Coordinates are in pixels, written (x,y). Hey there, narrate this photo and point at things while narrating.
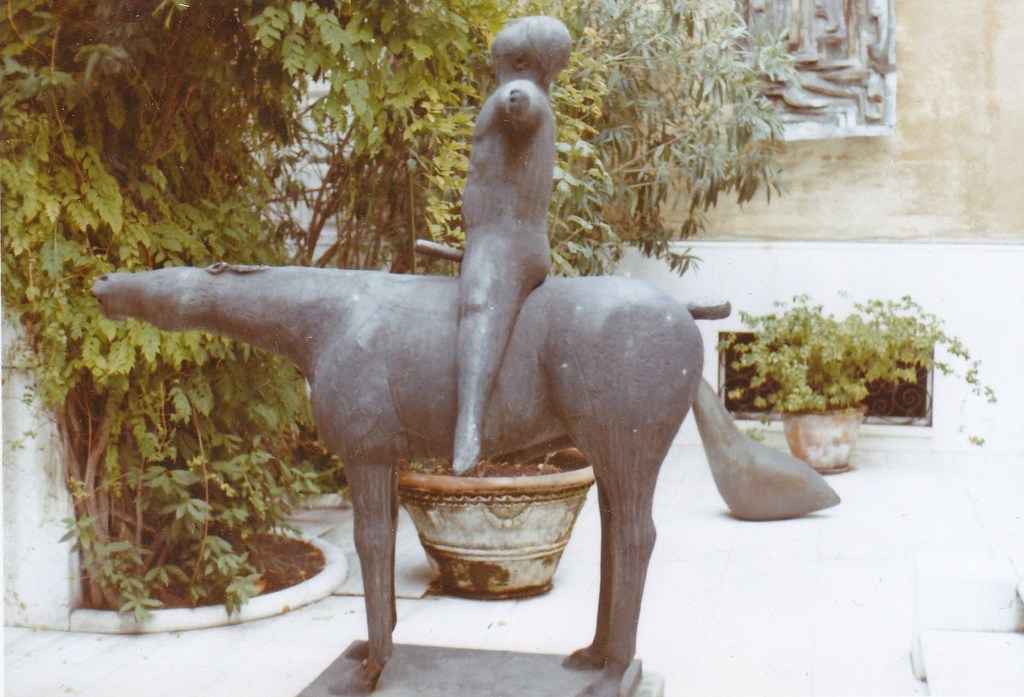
In this image we can see there are a depiction of a person (477,244) sitting on the animal (424,368), in the background (573,53) there are trees (200,179), plant pots (878,361) and there is a structure (876,115) on the wall (992,180).
